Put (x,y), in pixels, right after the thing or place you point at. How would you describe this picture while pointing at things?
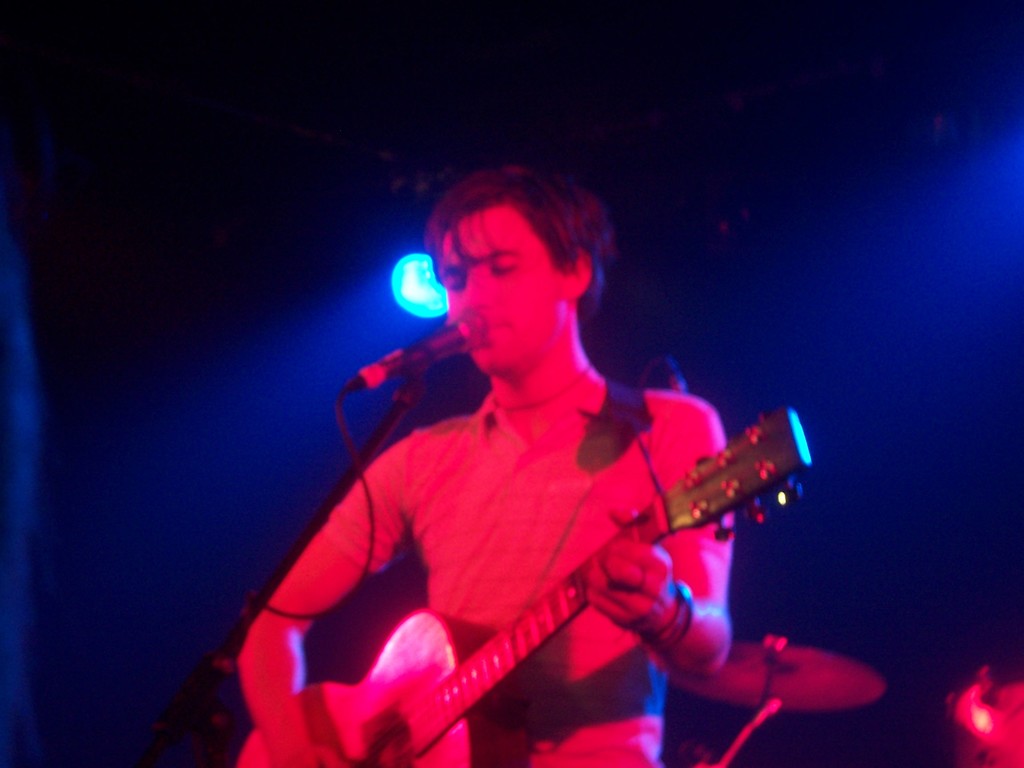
In this picture we see a man (544,302) playing guitar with the help of a microphone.
